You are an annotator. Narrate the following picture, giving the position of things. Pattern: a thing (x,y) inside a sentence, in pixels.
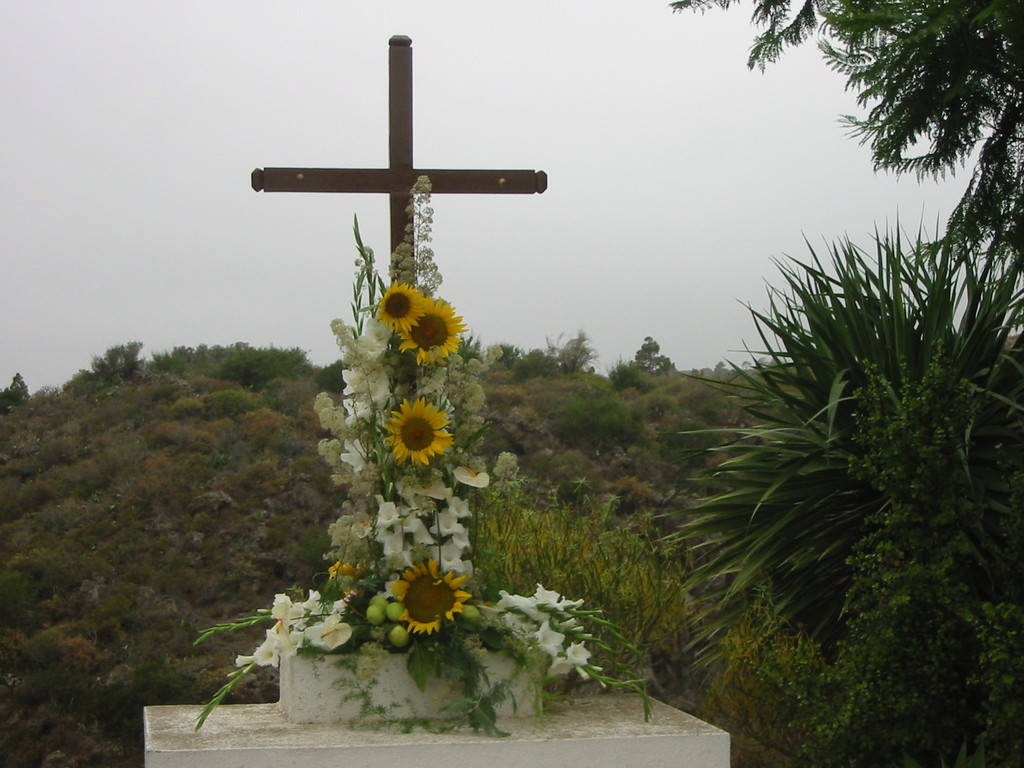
In this picture we can see a cross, flowers (333,537), leaves (385,574) on a platform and in the background (600,112) we can see trees (841,441), sky (739,218).
